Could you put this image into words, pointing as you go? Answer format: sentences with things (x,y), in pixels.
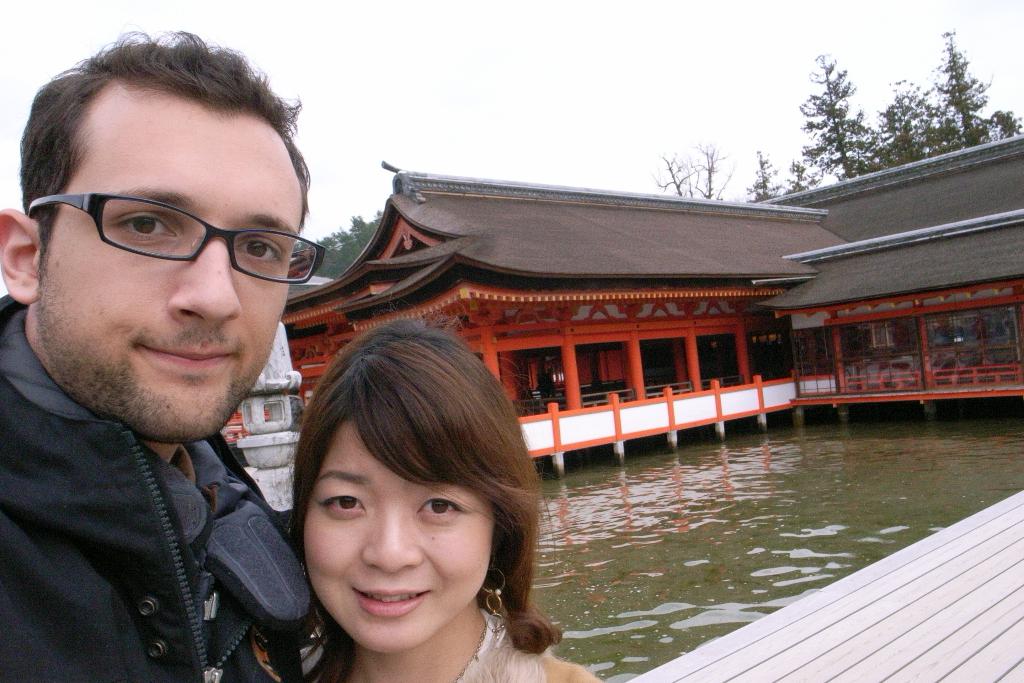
In the picture I can see a man (221,493) and a woman (421,549) are standing together. The woman (325,511) is smiling and the man (145,335) is wearing spectacles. In the background (665,239) I can see a house (866,349), the water (790,444), trees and the sky (412,81).
